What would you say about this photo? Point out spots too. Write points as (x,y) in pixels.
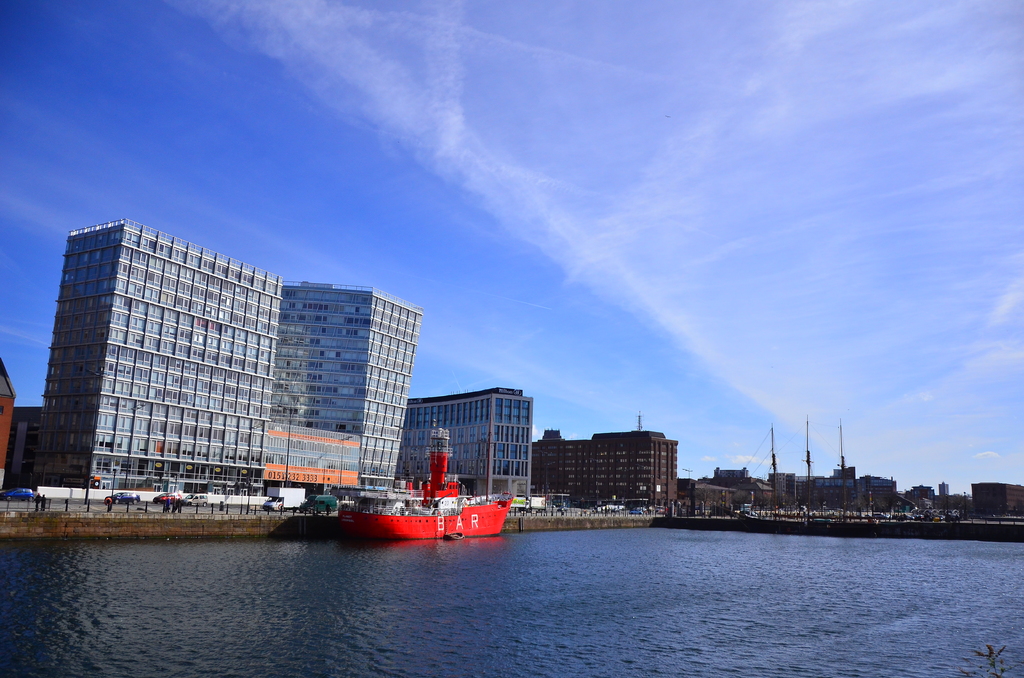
In this picture we can see a boat (421,515) on water (573,576), beside the water (601,532) we can see vehicles (631,511) on the road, here we can see buildings (653,449), electrical poles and we can see sky (938,0) in the background (671,267).
